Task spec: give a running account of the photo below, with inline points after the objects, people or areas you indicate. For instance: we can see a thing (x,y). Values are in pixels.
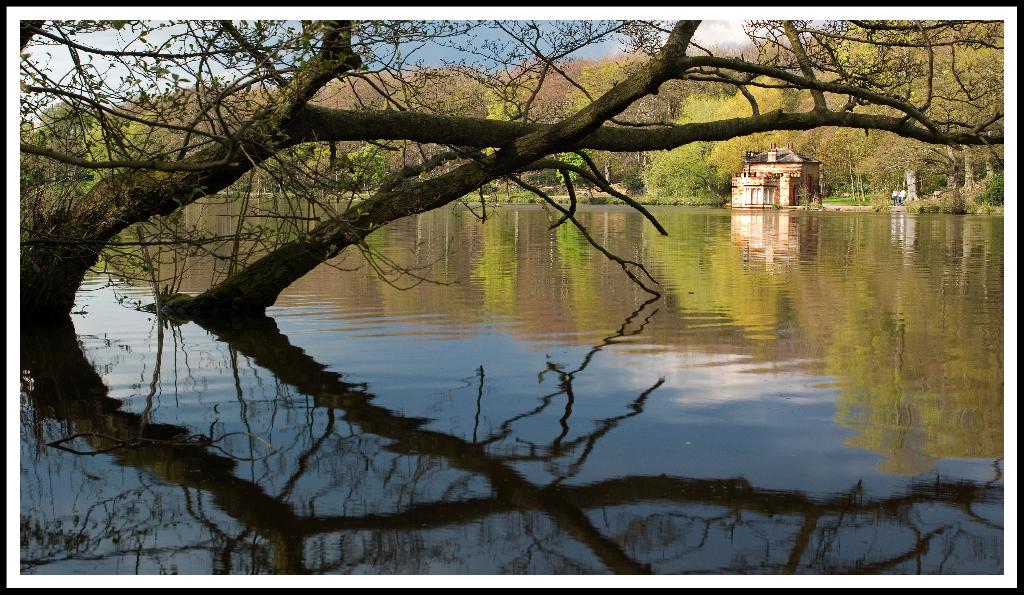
In this picture I can see trees (598,78) and a building (781,186) and I can see water (494,343) and a blue cloudy sky (411,57).
